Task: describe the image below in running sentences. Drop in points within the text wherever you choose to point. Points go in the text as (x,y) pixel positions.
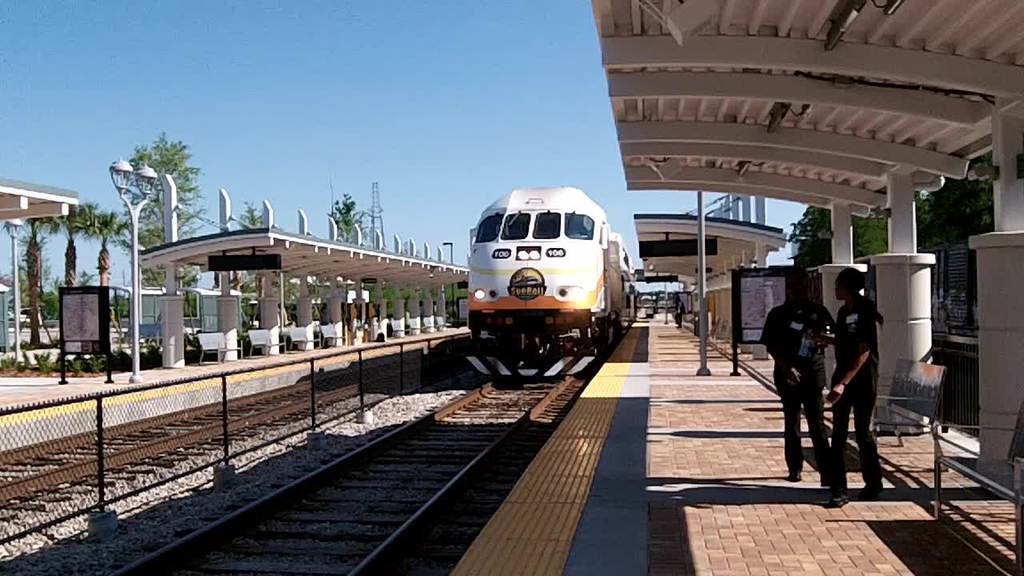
In this image I can see a train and I can see the sky (428,70) and trees (68,275) and lights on the right side (720,405) I can see platform (606,385) and two persons (827,319) standing on the platform (649,463) and I can see poles (824,283) and beams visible on the right side (870,261).
